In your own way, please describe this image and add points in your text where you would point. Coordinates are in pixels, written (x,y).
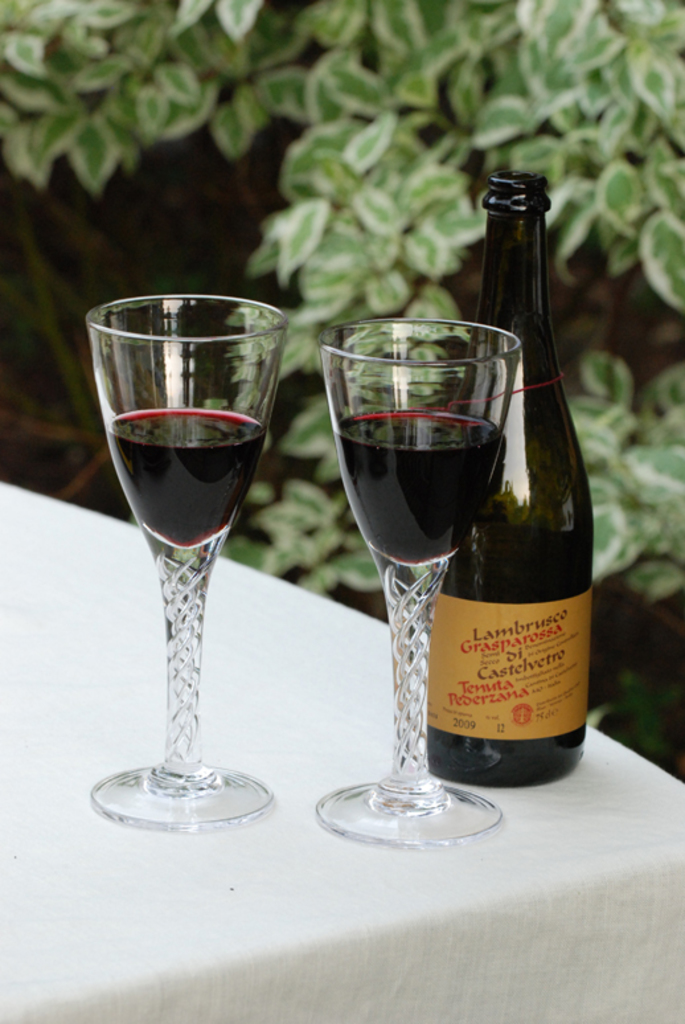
In this image, we can see a table (323,632) contains glasses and bottle (503,663). In the background (623,560), we can see some leaves (306,68).
